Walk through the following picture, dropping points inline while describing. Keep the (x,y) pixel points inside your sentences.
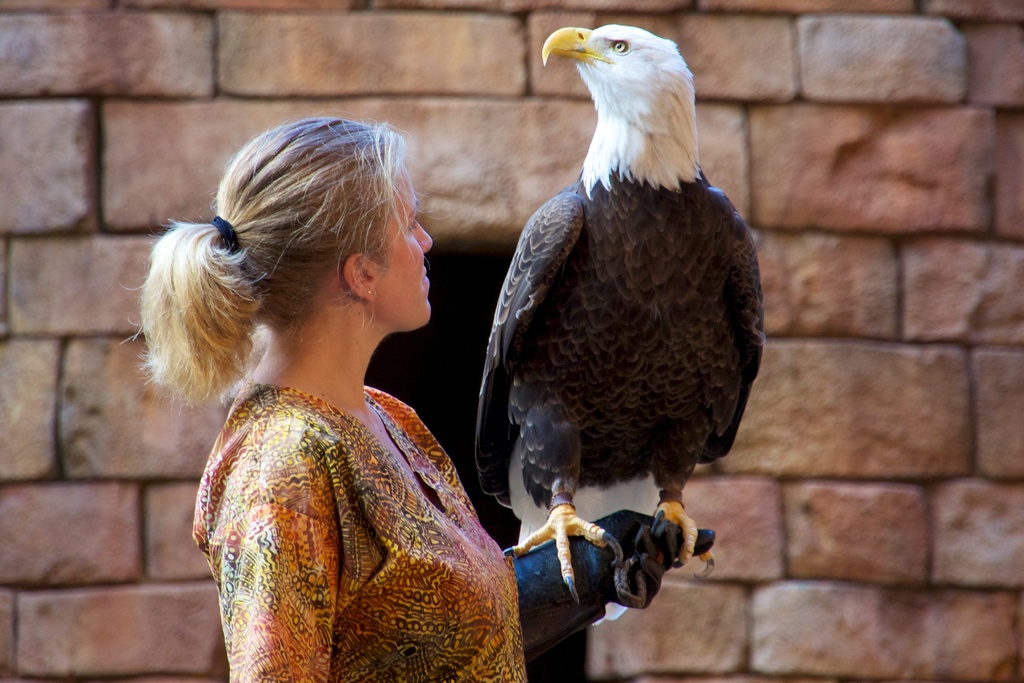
There is a woman (338,326) standing and holding a leg (681,515) of a bird (624,129) which is in white and black color combination and is standing on the hand (572,537) the woman (384,204). In the background (319,95), there is a stone's wall (871,529).
